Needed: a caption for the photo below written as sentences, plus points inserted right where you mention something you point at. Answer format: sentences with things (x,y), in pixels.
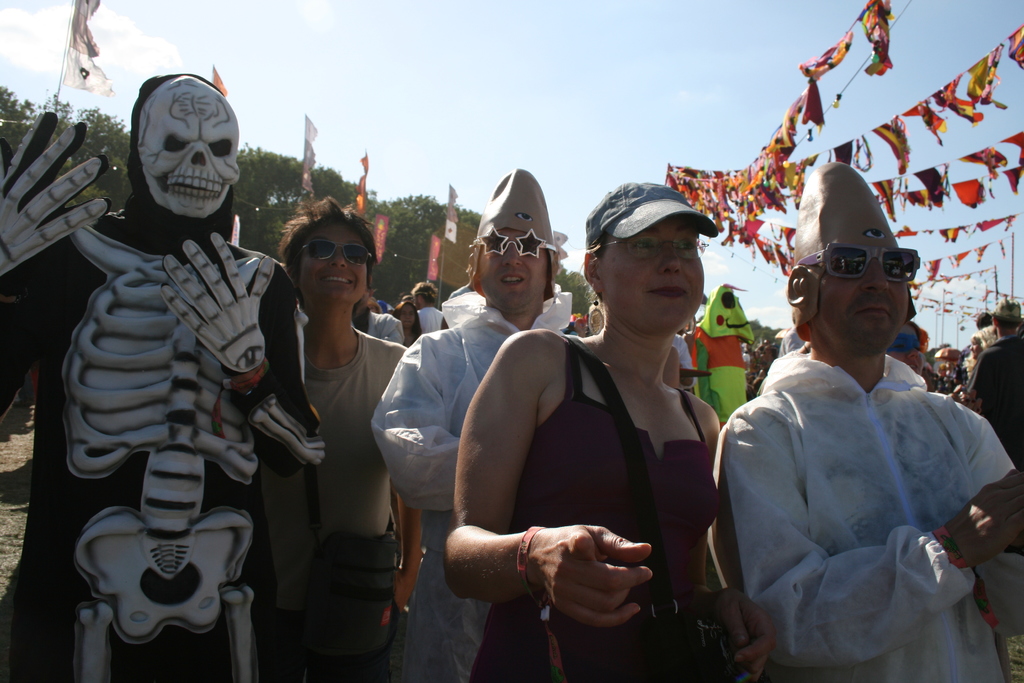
In this picture we can see there is a group of people (618,434) and some people (167,403) are in the costumes (404,353). Behind the people (362,320) there are flags (756,227), decorative items (732,217) and trees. At the top of the image (466,42), there is the sky (466,42).
